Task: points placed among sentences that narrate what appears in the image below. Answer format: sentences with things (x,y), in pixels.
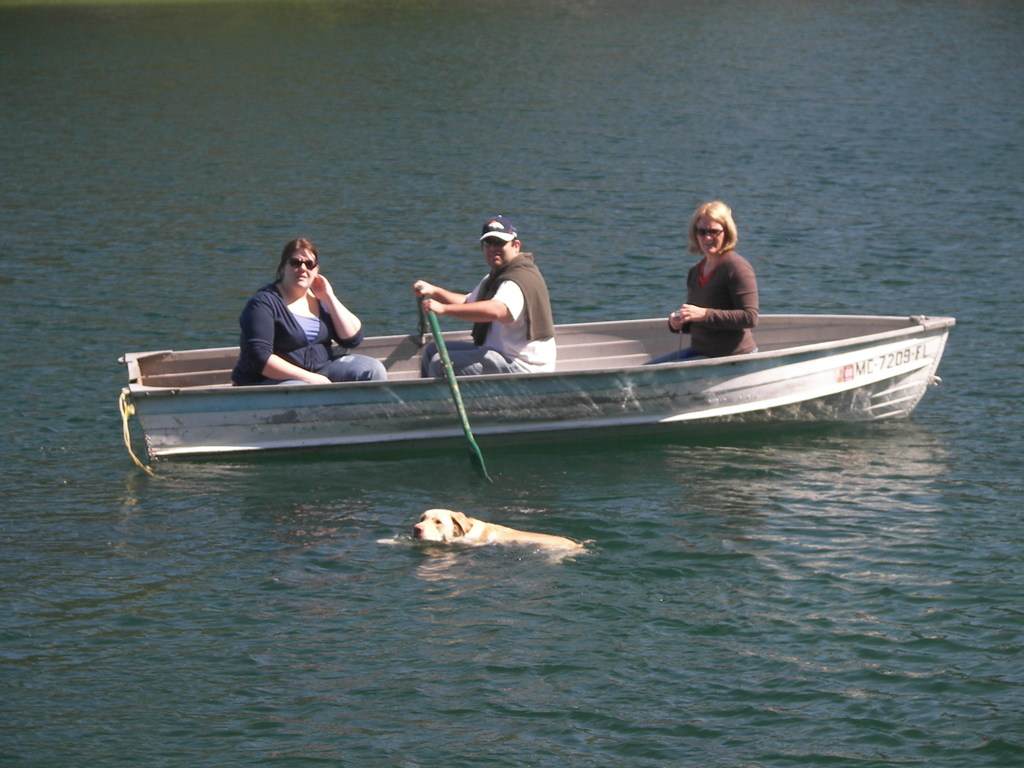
In this picture we can observe a boat (417,358) floating on the water (327,465). There are three members (526,302) sitting in the boat (719,374). We can observe a cream colored dog (467,529) swimming in the water (446,599). In the background (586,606) we can observe a river (534,151).
